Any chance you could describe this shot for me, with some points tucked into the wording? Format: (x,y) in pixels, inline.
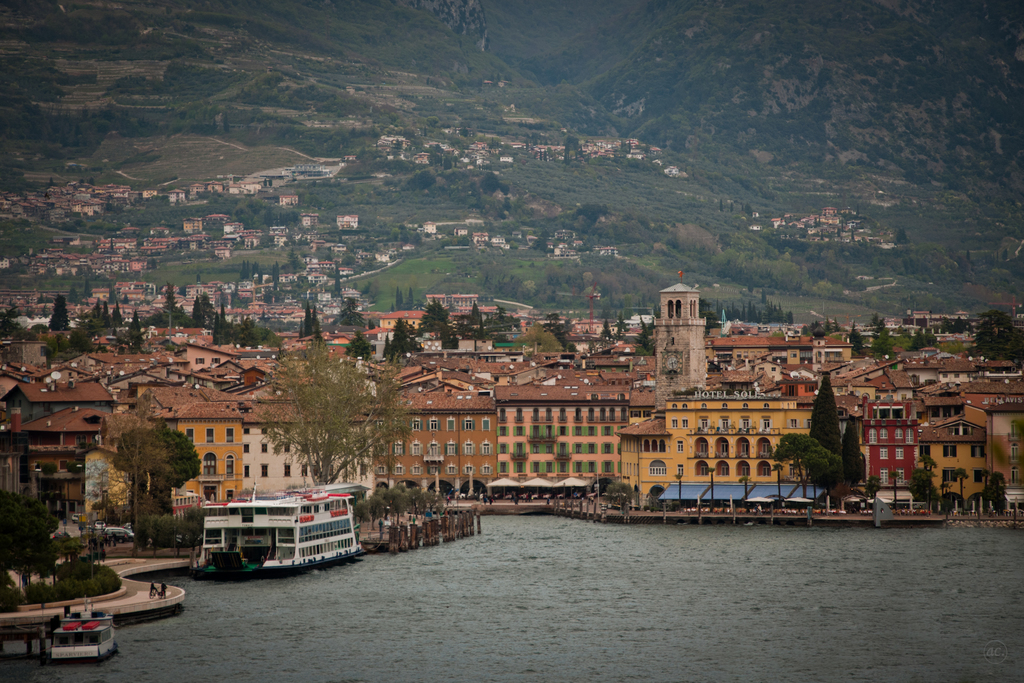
In the picture I can see water (410,606), there are boats (263,562), buildings (95,436), trees (167,430) and in the background of the picture (561,159) there are some mountains (533,205) on which there are some houses (102,240), trees (446,72).
